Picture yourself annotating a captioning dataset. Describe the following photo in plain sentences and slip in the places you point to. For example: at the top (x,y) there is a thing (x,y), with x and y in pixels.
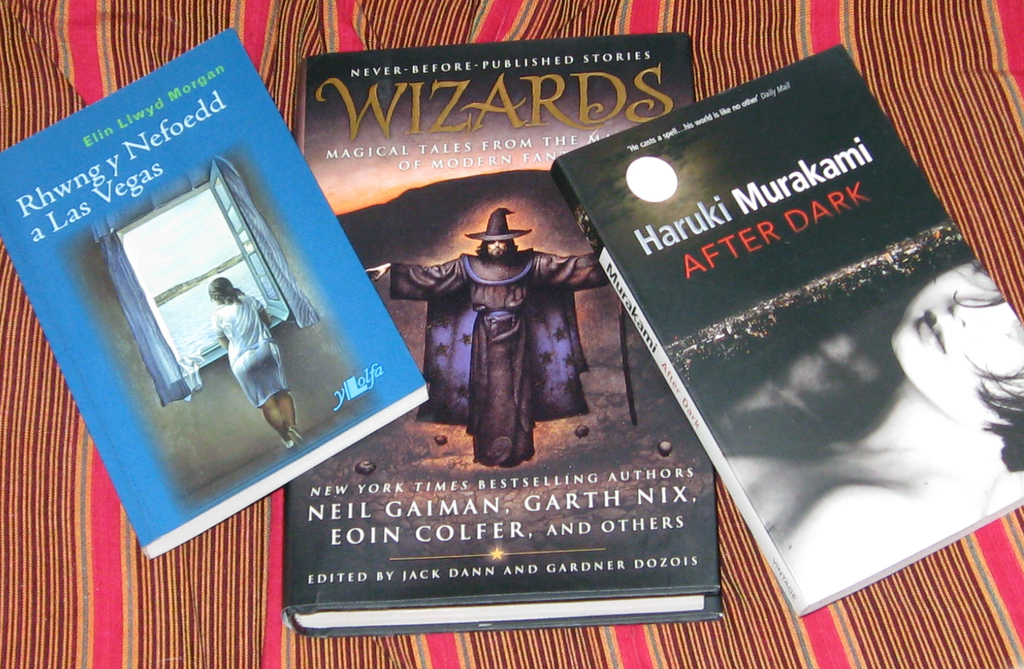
In this image we can see three books (499,544) are kept on the surface (480,36). This book (197,431) is in blue color on which we can see the windows (273,300) and a person (294,420) is standing near. On this book (517,482) we can see a person (530,393) wearing different costume (492,410) and on this book (652,275) we can see a woman face (926,319) and some edited text (677,219) on it.
